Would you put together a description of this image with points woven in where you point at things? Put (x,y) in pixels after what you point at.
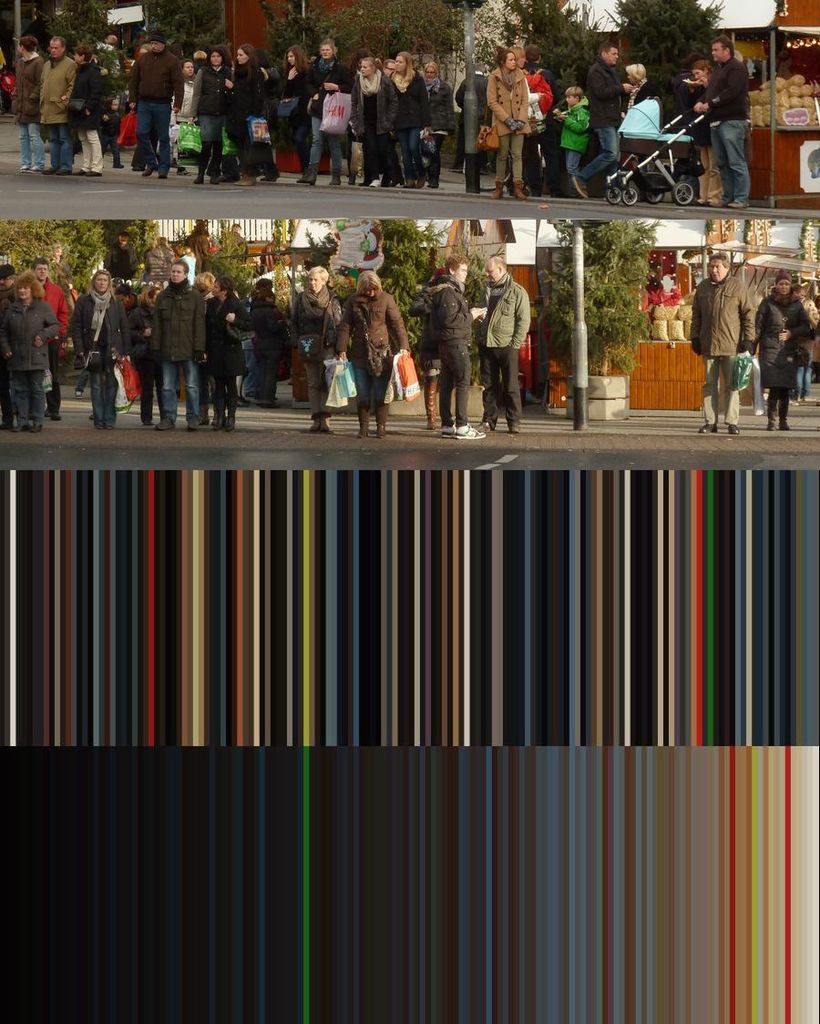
This is a collage picture. I can see group of people (404,55) standing on the road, there are trees (686,32), poles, shops (801,117) in the top (764,125) two images, and in the bottom (176,864) two images there are colorful lines (292,587).
